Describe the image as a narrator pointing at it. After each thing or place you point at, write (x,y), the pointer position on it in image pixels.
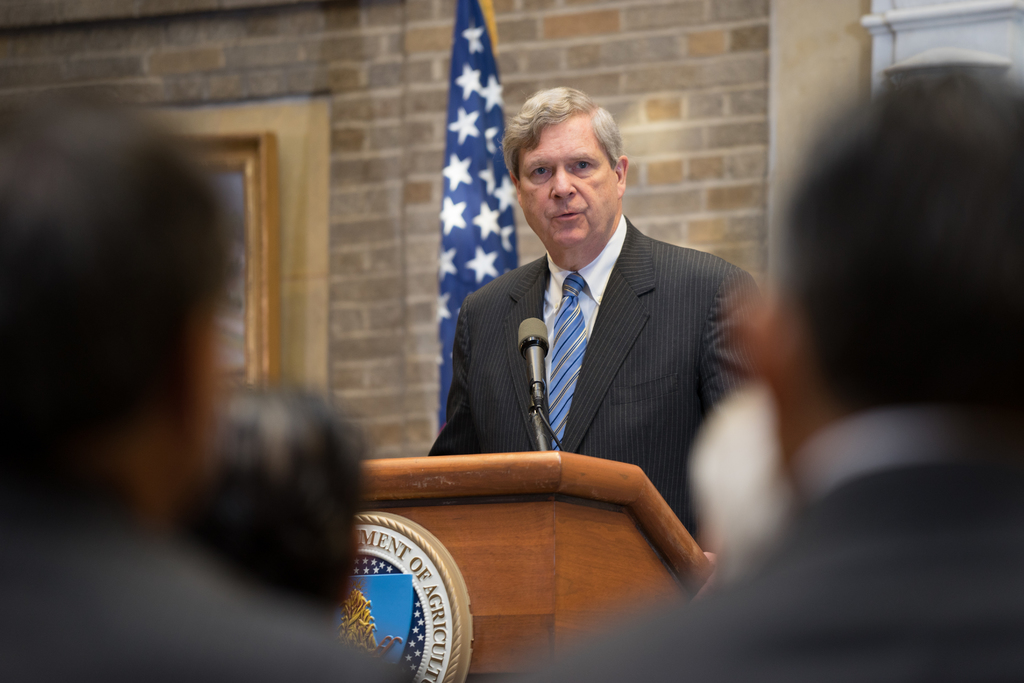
In this image, I can see the man (637,384) standing. This looks like a name board (429,560), which is attached to a podium (536,542). Here is the mike (542,426). This looks like a flag (467,160) hanging. I can see the heads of few people (738,595). In the background (260,220), I think this is a frame (248,168), which is attached to a wall (375,148).
